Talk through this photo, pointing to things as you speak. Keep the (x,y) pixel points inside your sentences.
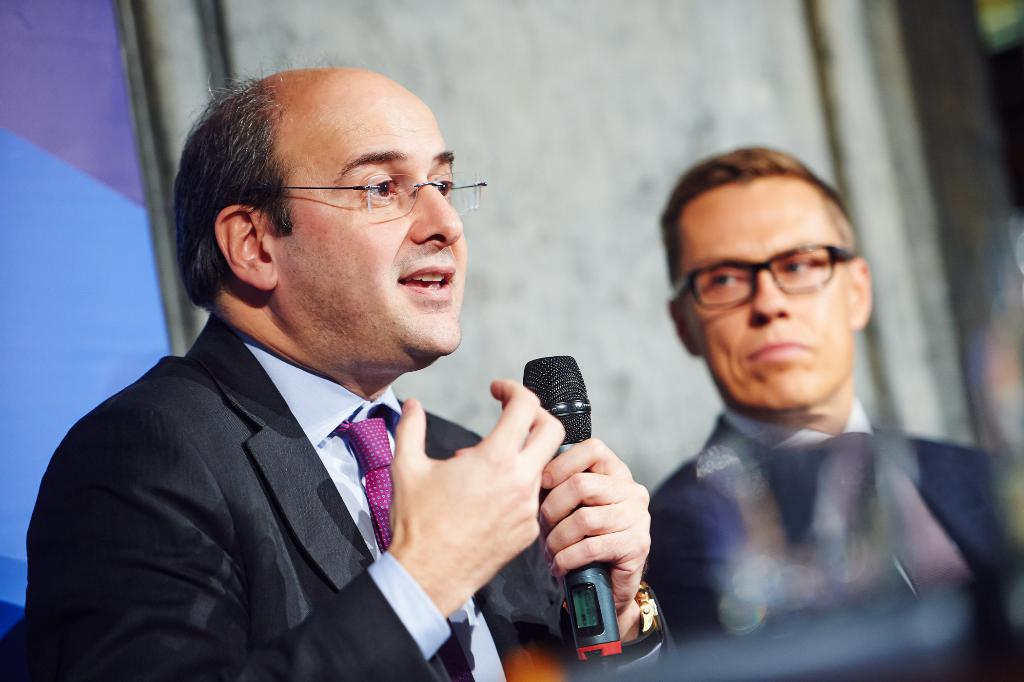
In this image I can see in two men (362,377) and the person (367,413) on the left side (307,386) is holding a microphone (578,409) in his hand (572,479).
